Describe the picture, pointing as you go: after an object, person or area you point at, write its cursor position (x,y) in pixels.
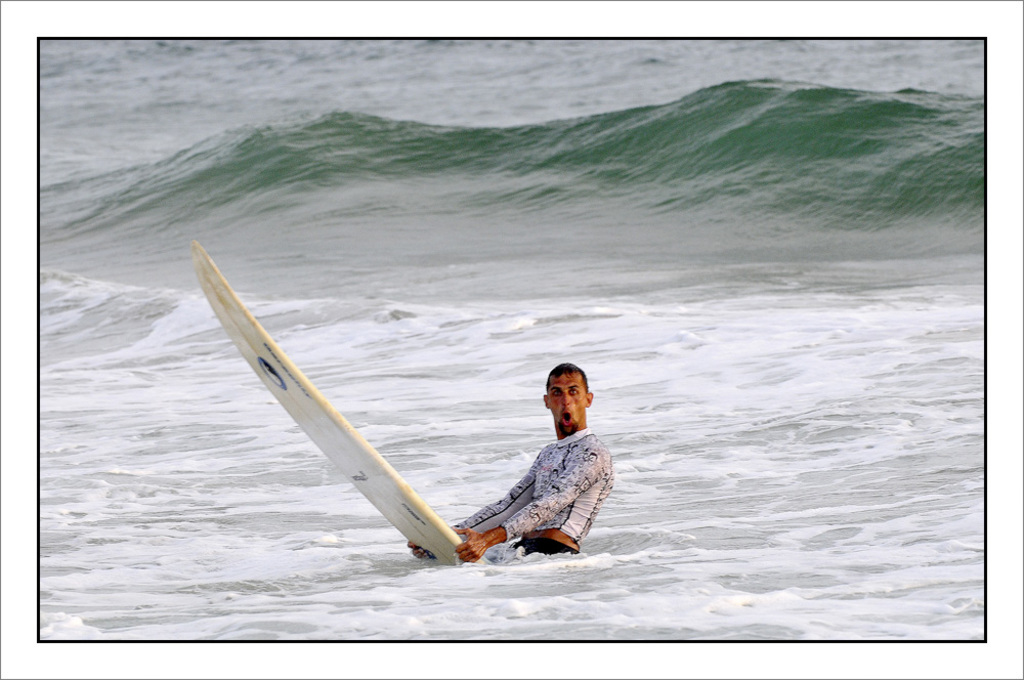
In this picture the man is holding a surfboard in the water (531,221).
